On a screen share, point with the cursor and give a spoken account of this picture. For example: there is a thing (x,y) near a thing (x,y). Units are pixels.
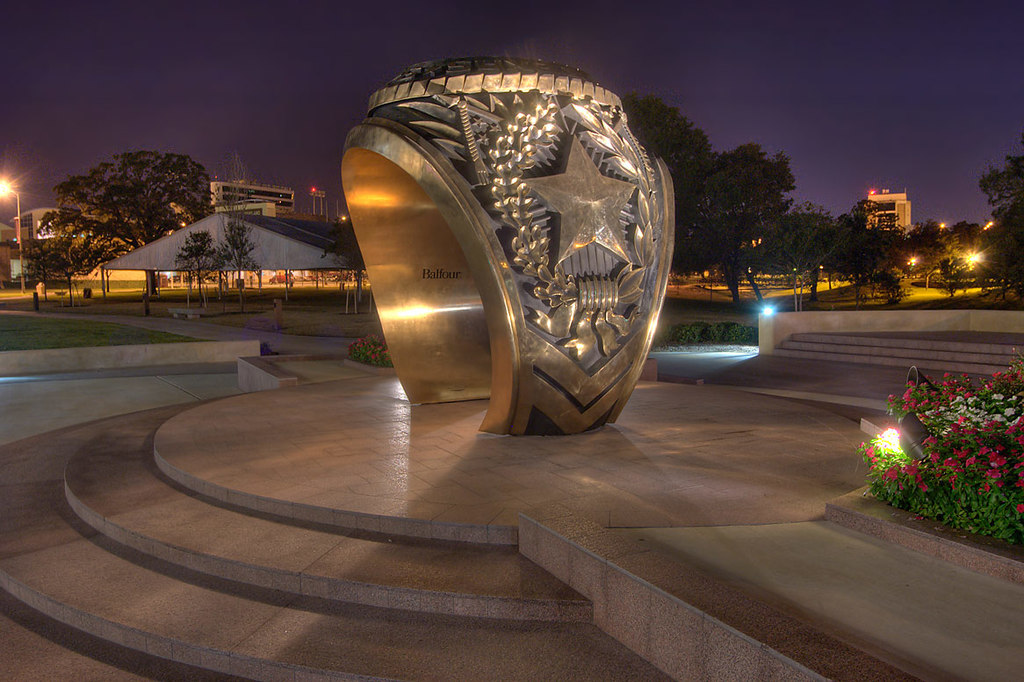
In this image I can see a ring statue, background (779,183) I can see trees (762,178) in green color, few buildings (243,220), light poles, stairs (807,356) and the sky (858,112) is in blue color.
